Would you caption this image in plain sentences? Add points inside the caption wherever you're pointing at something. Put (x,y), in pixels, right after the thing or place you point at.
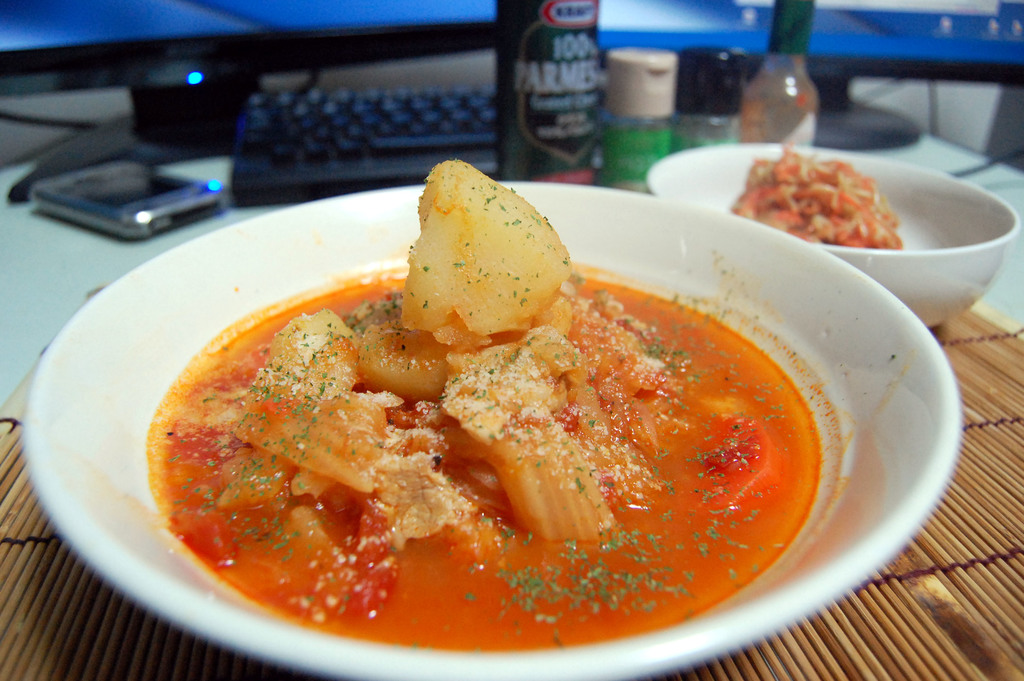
In this picture we can see food (457,373) in the plate (628,269) and bowl (858,187), beside to the plate (345,218) we can see few bottles (532,106), mobile (83,197) and a keyboard (291,158) on the table (967,428), and also we can see few monitors (460,39).
